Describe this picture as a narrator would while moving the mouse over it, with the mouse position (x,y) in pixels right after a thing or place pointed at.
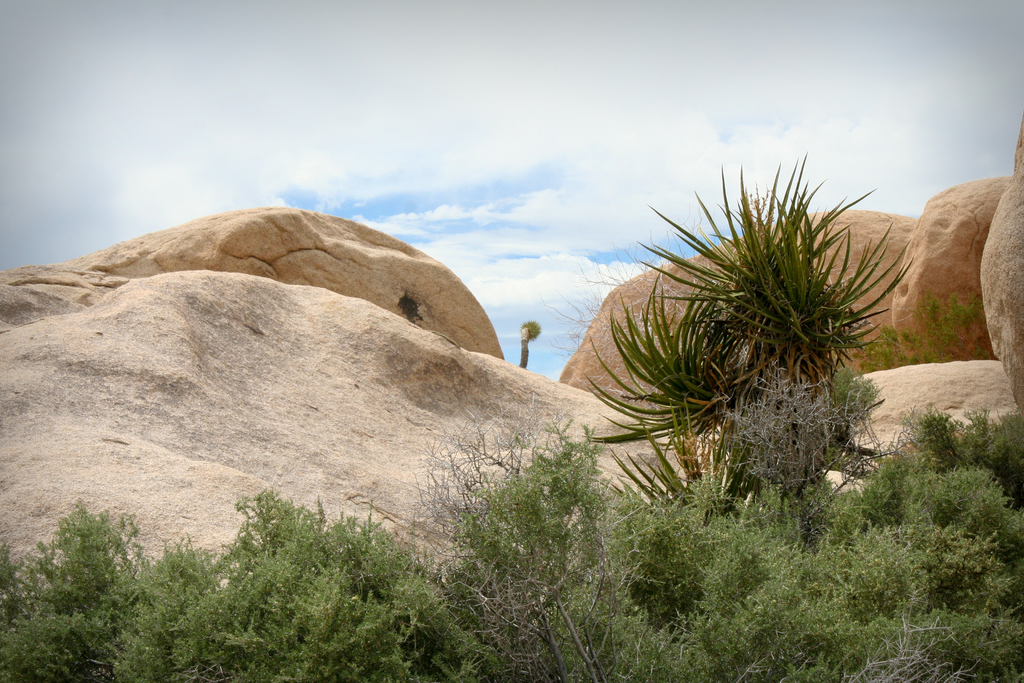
In this image there is grass (772,511), plants (662,493), rocks (956,222), tree (761,255), sky (525,298).
